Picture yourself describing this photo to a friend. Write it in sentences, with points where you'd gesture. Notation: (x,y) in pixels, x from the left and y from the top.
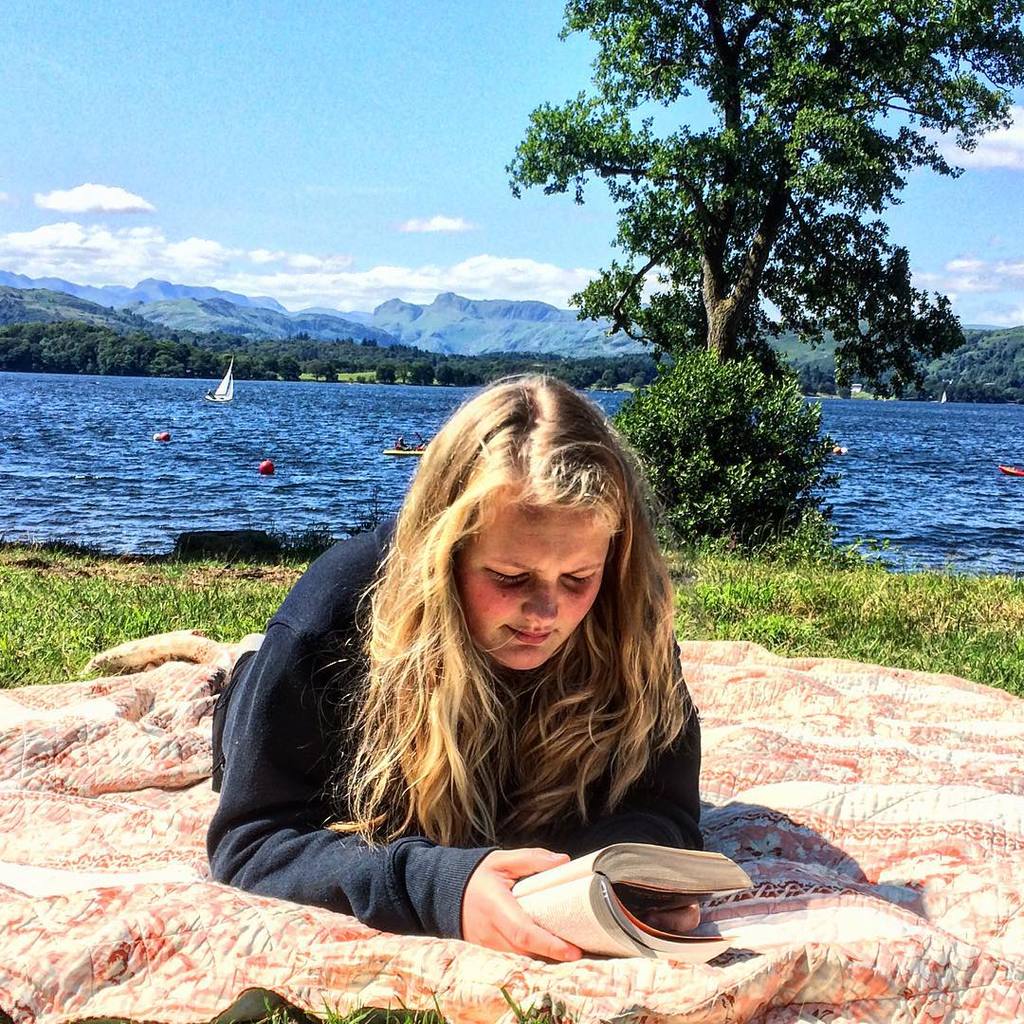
In the foreground of the picture (383,740) there is a woman (598,651) holding book (596,872) and laying on the mat (808,871). In the center of the picture (682,432) there are plants (799,553), grass (926,609) and tree (660,246) and there is a water body (964,458), in the water (235,392) there are boats (230,366). In the background (367,321) there are mountains (538,321) and trees (396,344) and sky (305,114) also.
